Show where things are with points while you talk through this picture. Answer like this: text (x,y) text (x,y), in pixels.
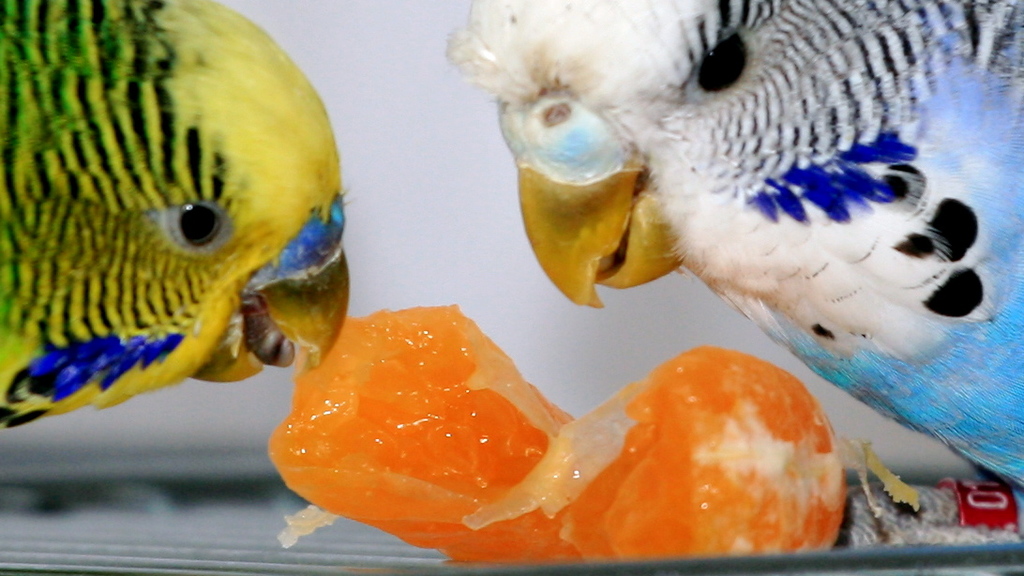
In the foreground of this image (455,337), There are two parrots (172,194) and one is eating a piece of an orange (540,481).
